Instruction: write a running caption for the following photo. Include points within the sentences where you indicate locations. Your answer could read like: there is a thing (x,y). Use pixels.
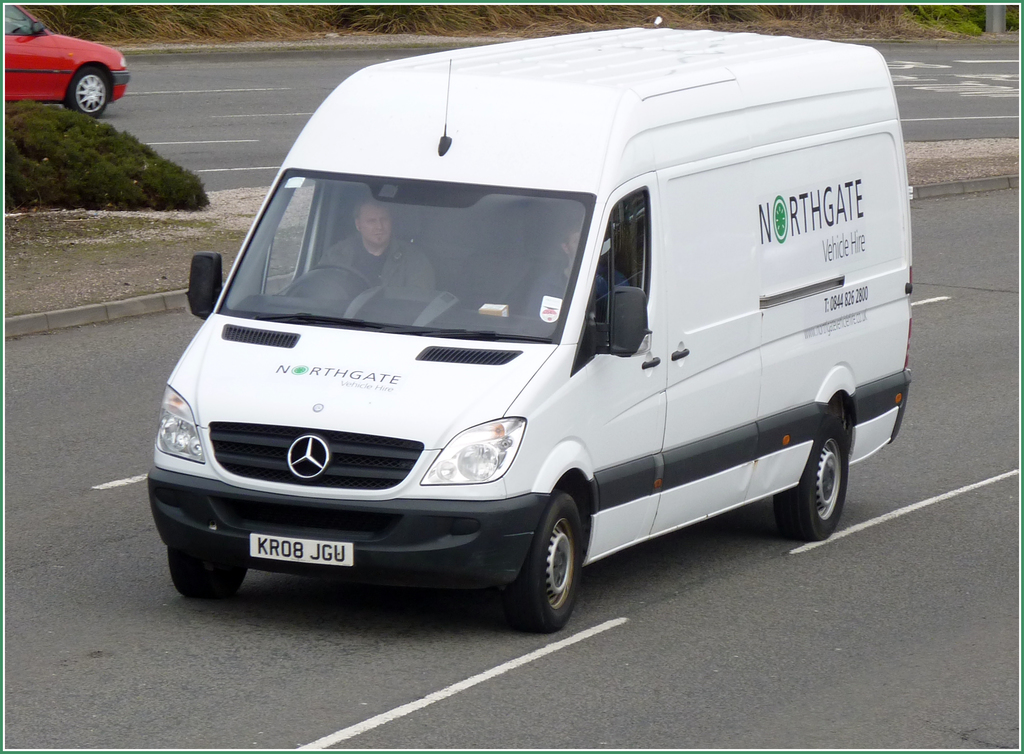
In this picture there are vehicles (884,249) on the road (1003,207). In the foreground (308,378) there are two persons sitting inside the vehicle (678,273) and there is text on the vehicle (534,407). At the back (639,17) there is grass (322,15) and there are plants (84,165) and there is a pole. At the bottom (472,686) there is a road (287,663).
